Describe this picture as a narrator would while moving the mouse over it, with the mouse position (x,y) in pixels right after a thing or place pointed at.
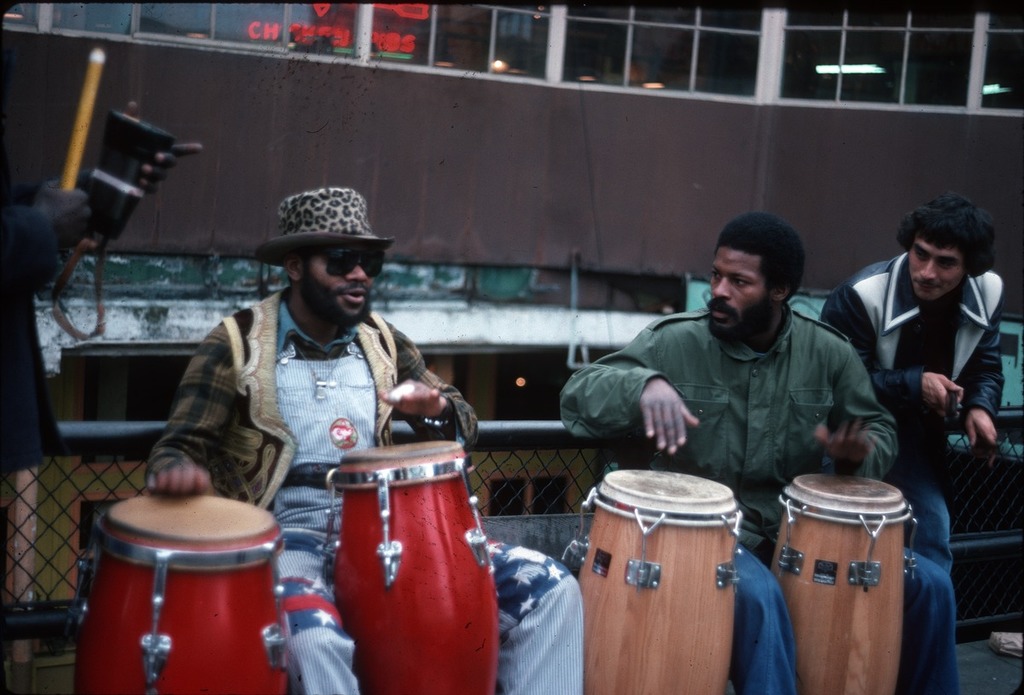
In this picture we can see three man (725,409) where two are sitting and playing drums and here man (905,352) bending and looking at them and here person (63,212) holding cowbell (113,152) and stick (86,106) in his hands (51,197) and in background (83,269) we can see fence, building (699,44) with windows (748,68).
